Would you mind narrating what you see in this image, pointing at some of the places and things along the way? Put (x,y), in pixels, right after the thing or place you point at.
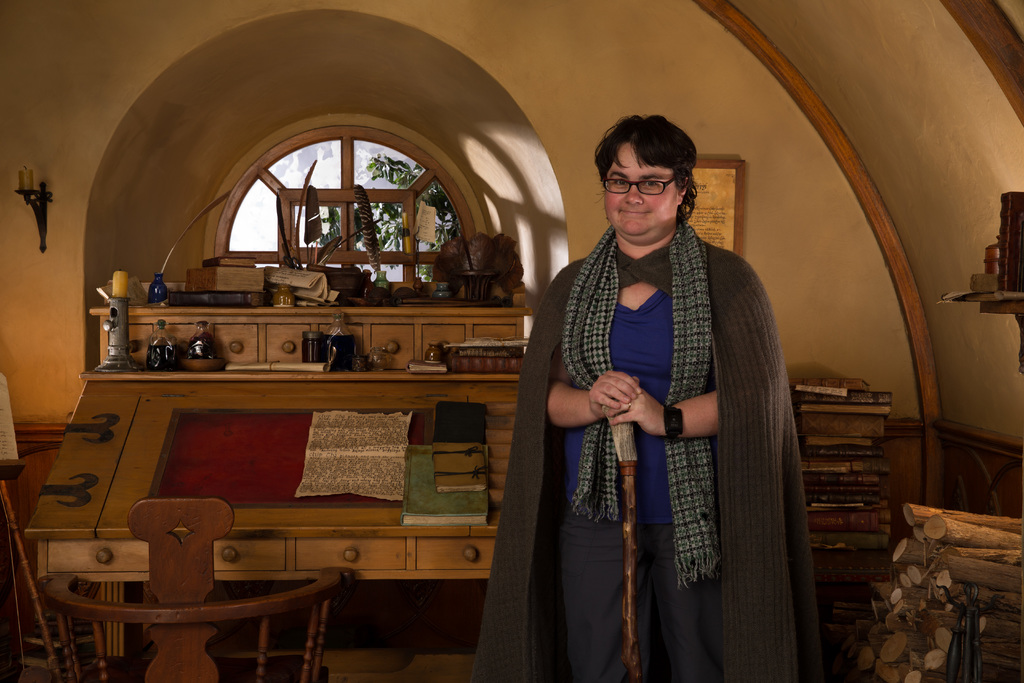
In this image there is a woman (629,349) standing. She is holding a stick (621,440) in her hand (623,420). Behind her there are books (855,540). To the right (939,568) there are wooden sticks (932,570). To the left (249,513) there is a table (132,484). There are books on the table (414,440). Behind the table (278,376) there is a cupboard (249,307). There are bottles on the cupboard (306,315). Behind the cupboard (480,323) there is a window (330,139) to the wall (458,66). To the left (44,213) there is a candle (30,184) on a stand (40,196). There is a picture frame (710,195) on the wall (754,190). In the bottom left (186,630) there is a chair (151,621).
